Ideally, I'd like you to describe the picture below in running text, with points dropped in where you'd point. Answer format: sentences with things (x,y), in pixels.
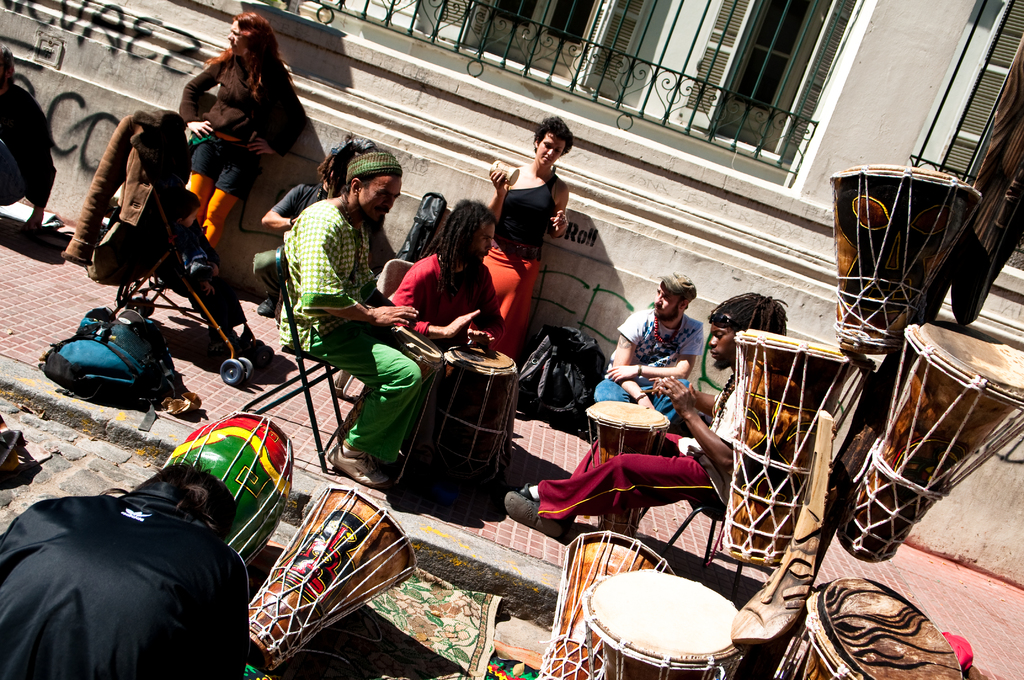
There are three persons (475,277) sitting in chairs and playing tabla (432,366) and there are few persons (622,387) beside them and there are some tablas (812,439) in the right corner (885,523).
